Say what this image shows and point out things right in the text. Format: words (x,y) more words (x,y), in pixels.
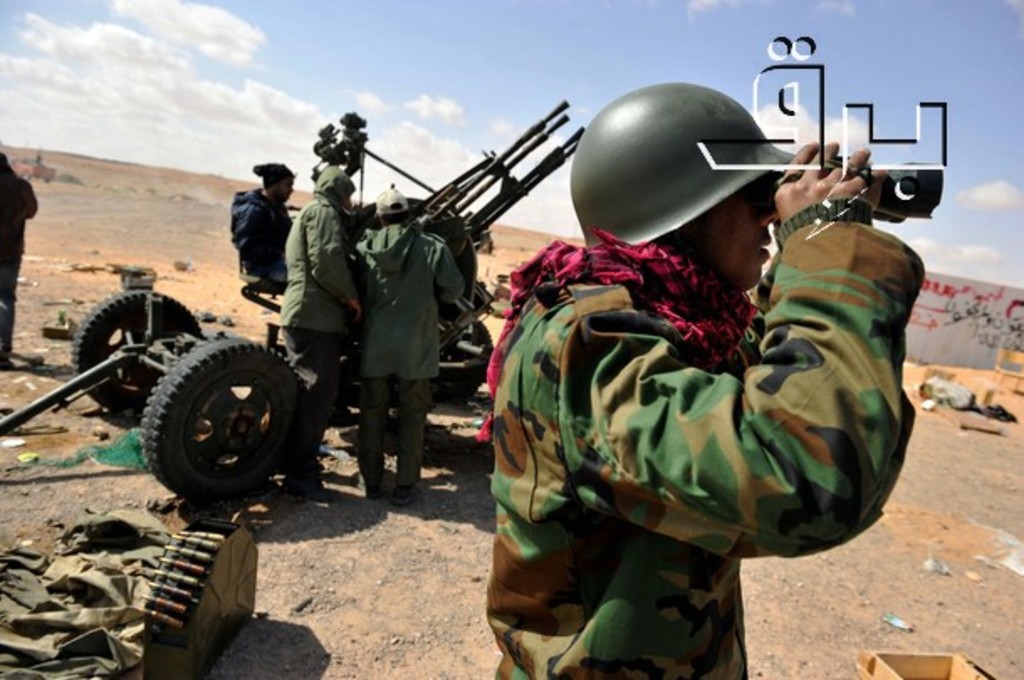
In this image, we can see few people (569,475), vehicle (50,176), some objects (166,626), clothes (13,559), bullets (175,575), carton box (937,672). Right side of the image (1004,302), we can see chair (1021,368), board (948,356). Something is written on it. Left side background we can a vehicle (30,172) on the ground (54,188). Top of the image (142,118), there is a cloudy sky (502,98). Right side (823,122) top, we can see watermark (762,166) in the image.
